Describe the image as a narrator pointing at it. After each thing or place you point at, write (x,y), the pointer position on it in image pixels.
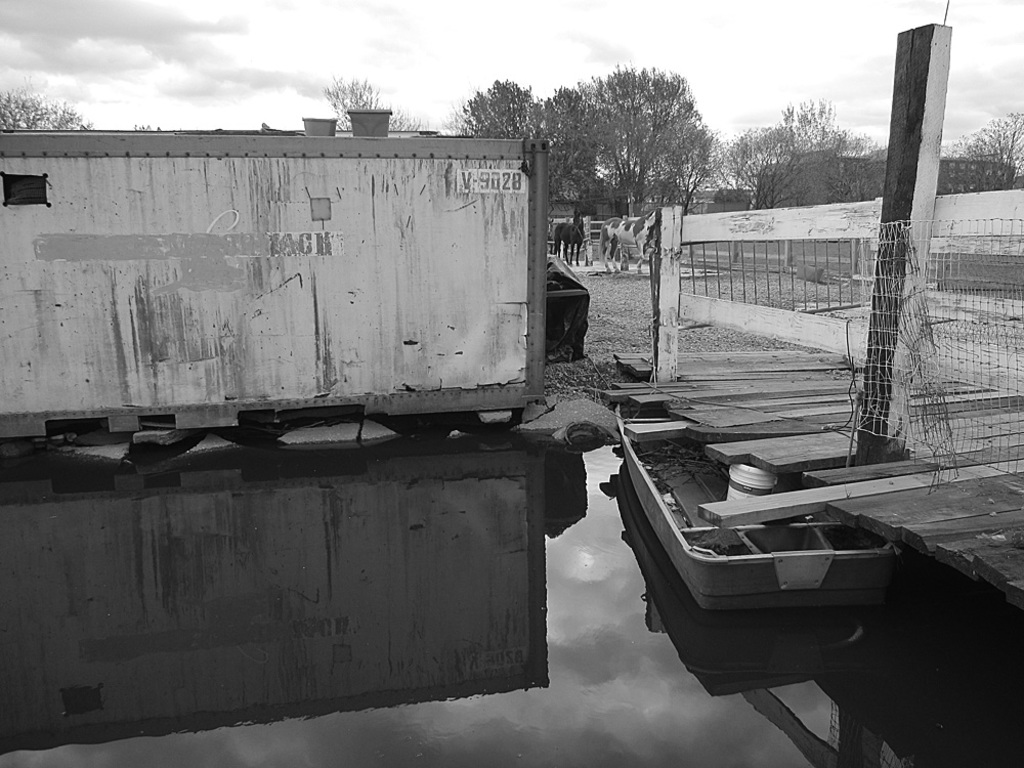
In this image we can see an object (412,249) looks like a container (368,216), there is a boat (654,490) on the water (607,663), a bridge (856,500), fence (693,239), an object (567,321) beside the container (414,297), in the background (629,227) there are few animals (611,235) on the ground (632,311), trees (847,145) and the sky (630,60).
